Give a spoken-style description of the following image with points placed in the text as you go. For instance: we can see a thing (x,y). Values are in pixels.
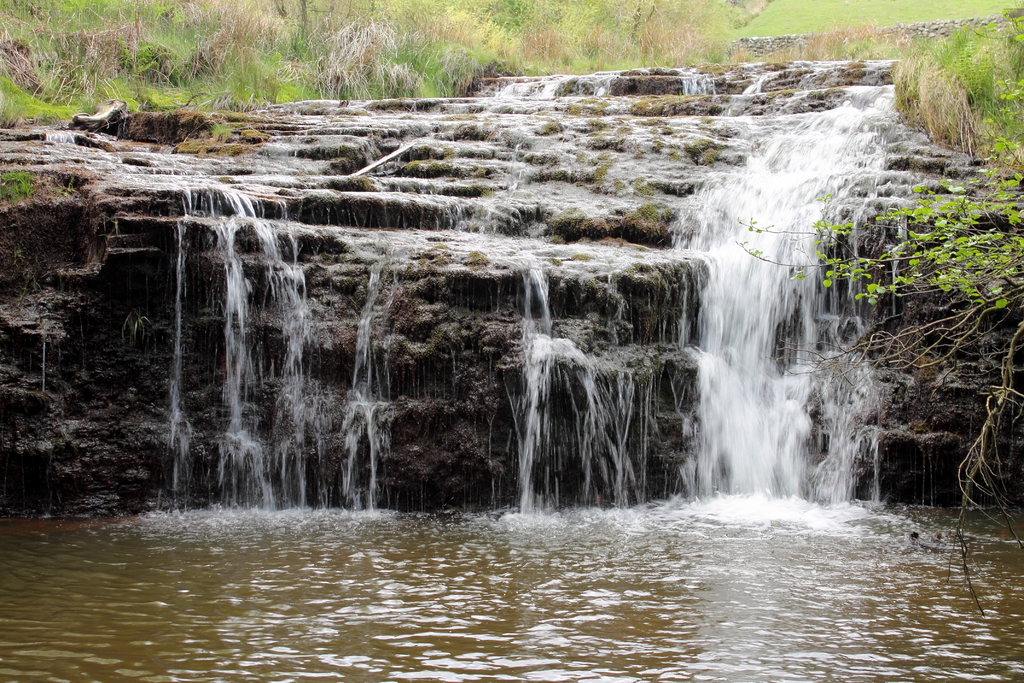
In this image there is a waterfall (544,188), behind the waterfall (526,196) there is grass (615,45).
